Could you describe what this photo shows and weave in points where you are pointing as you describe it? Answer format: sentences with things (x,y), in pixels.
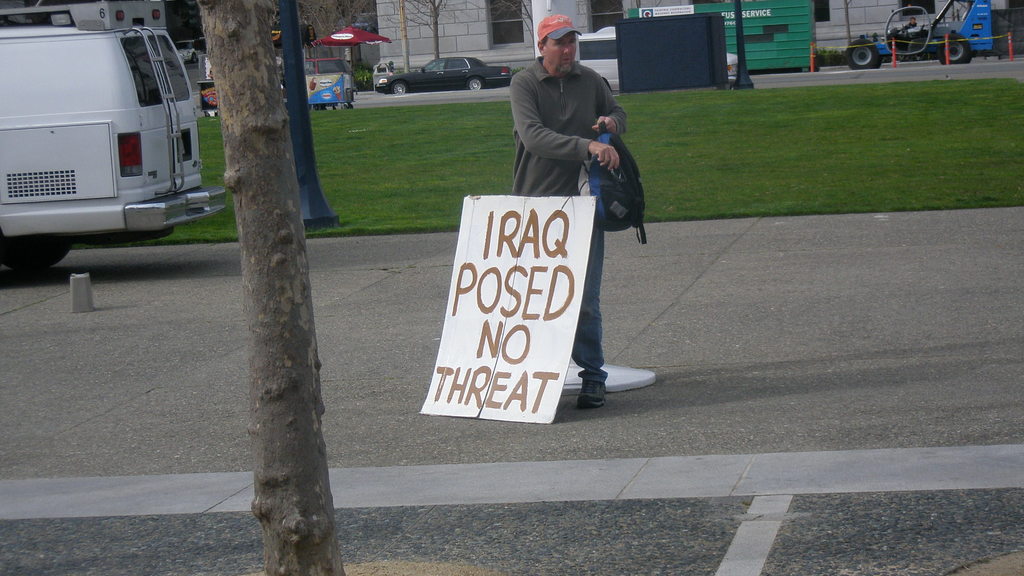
In the middle of the image (575,193) a man (562,79) carrying bag (601,177) is standing wearing cap (552,36), jacket (547,82). In front of him there is a board (522,262). In the foreground (273,276) there is a tree (259,87). On the left (101,118) there is a van (109,94). In the background (317,85) there are buildings (417,20), vehicles (472,62), trees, umbrella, tent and few other things (391,136) are there.
